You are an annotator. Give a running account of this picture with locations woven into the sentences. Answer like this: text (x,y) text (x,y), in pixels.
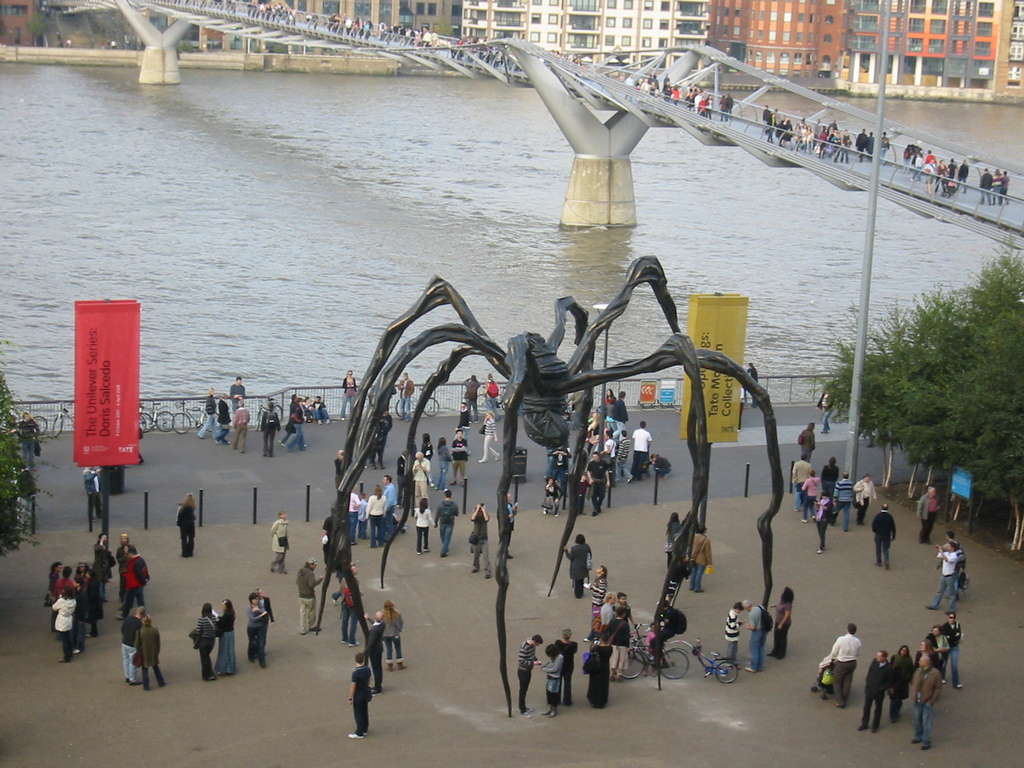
In this image there is a statue (401,319) on the floor (449,725). Few persons (66,619) are standing on the floor (480,601). Few persons (567,466) are standing on the road (158,502). Few bicycles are kept near the fence (286,397). Few bicycles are kept near the statue (506,414). Right side (932,437) there are few trees (939,371). Few persons (944,182) are walking on the bridge (573,89) which is over the water (612,251). Top of the image (966,29) there are few buildings (758,30).
